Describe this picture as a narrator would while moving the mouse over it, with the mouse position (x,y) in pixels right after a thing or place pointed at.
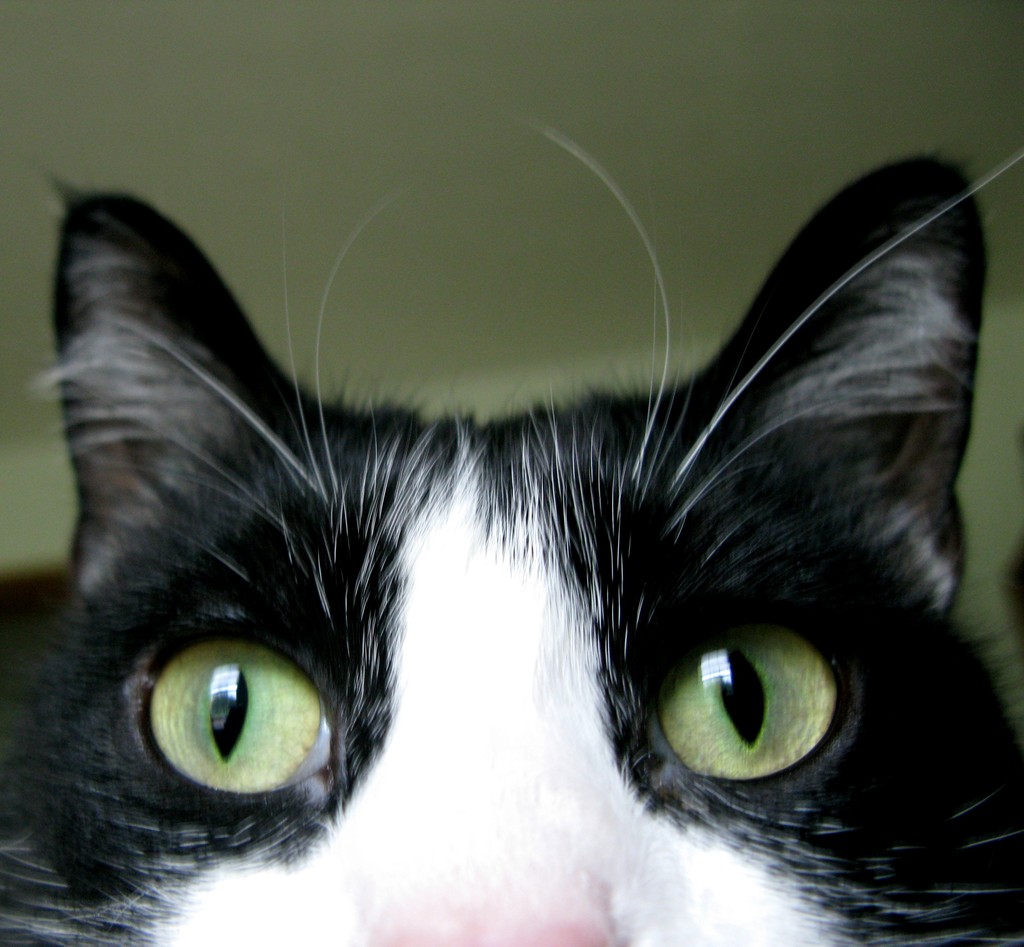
In this image in the foreground (422,575) there is one cat (562,559), and in the background (586,193) there is a wall (490,274).
